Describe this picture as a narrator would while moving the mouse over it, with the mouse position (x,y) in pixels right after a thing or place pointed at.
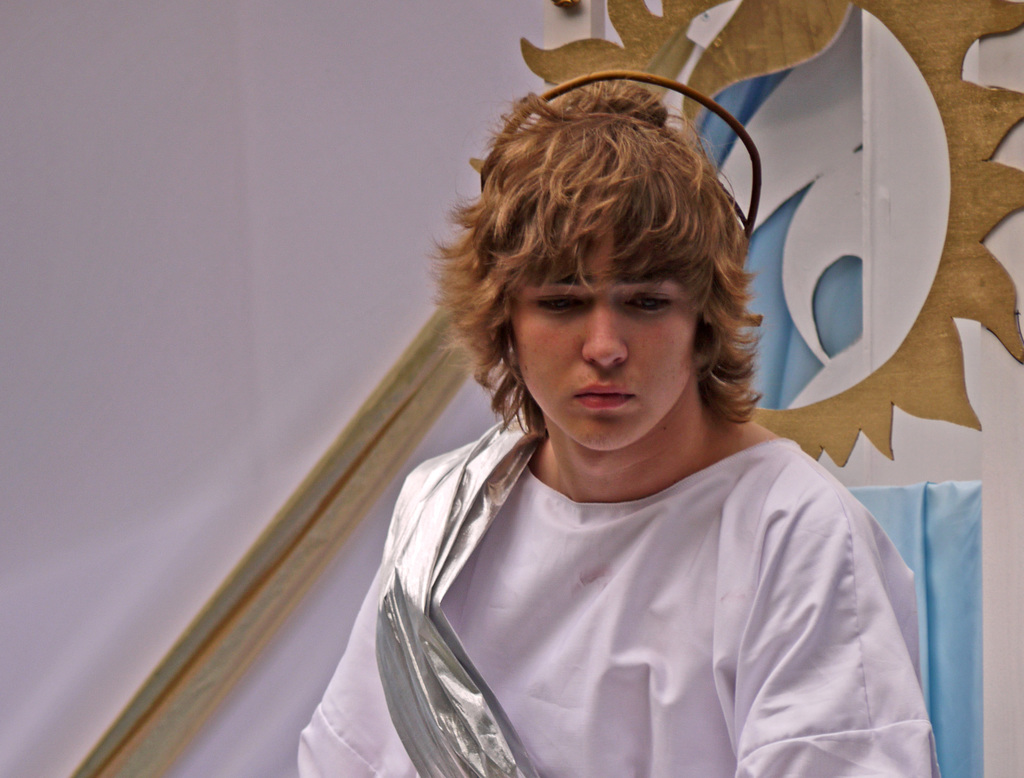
In this image we can see there is a person (608,421) wearing white clothes (568,634) is standing. In the background (215,227) there is a wall (888,193).
